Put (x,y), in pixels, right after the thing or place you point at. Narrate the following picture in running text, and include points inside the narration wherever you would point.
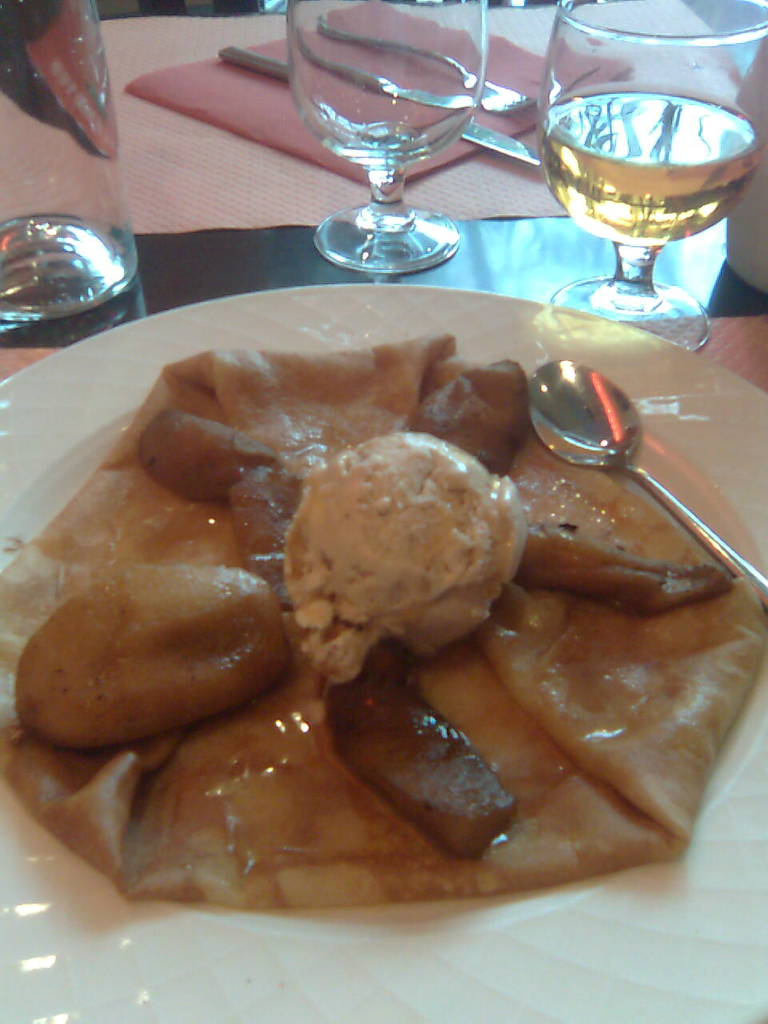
In this image we can see a food item (500,676) and spoon (596,445) in a white color plate (165,335). At the top of the image (240,176), we can see glasses (340,141), knife (284,79), fork (479,107), cloth (221,197) and napkin (233,104).
